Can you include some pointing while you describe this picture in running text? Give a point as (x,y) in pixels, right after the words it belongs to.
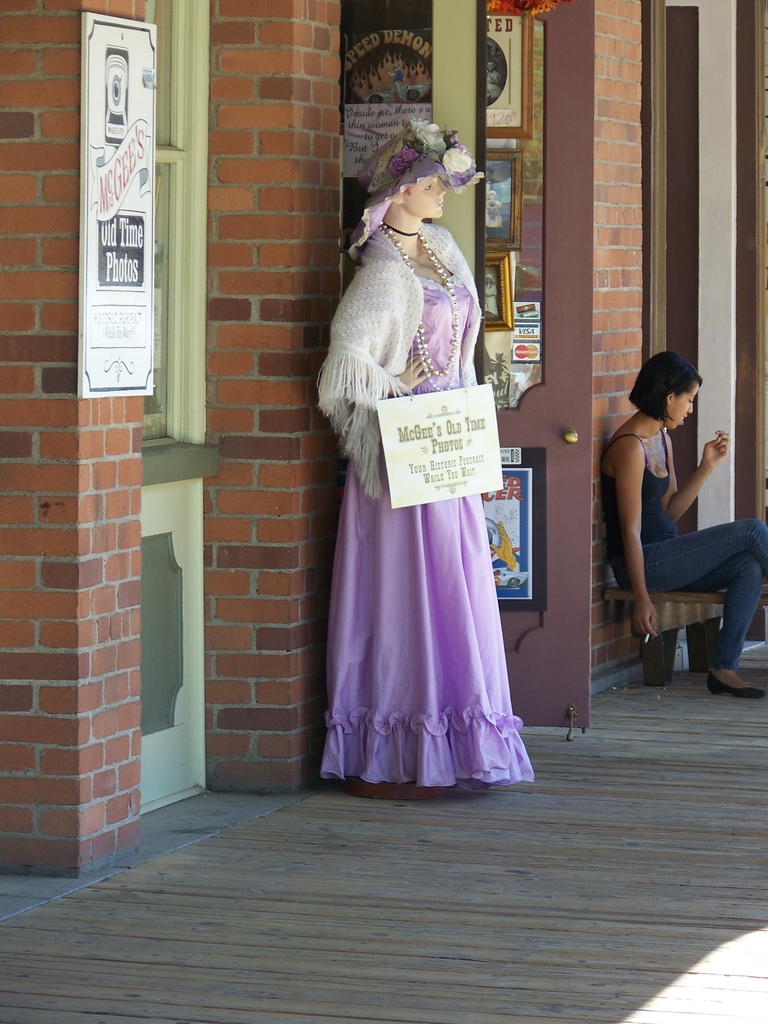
In this picture there is a mannequin (377,295) wearing purple color dress (410,595), standing outside the shop (128,220). Behind there is a brown color brick wall (638,254) and glass door (581,63). On the right side (672,570) there is a girl (720,576) sitting on the bench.
